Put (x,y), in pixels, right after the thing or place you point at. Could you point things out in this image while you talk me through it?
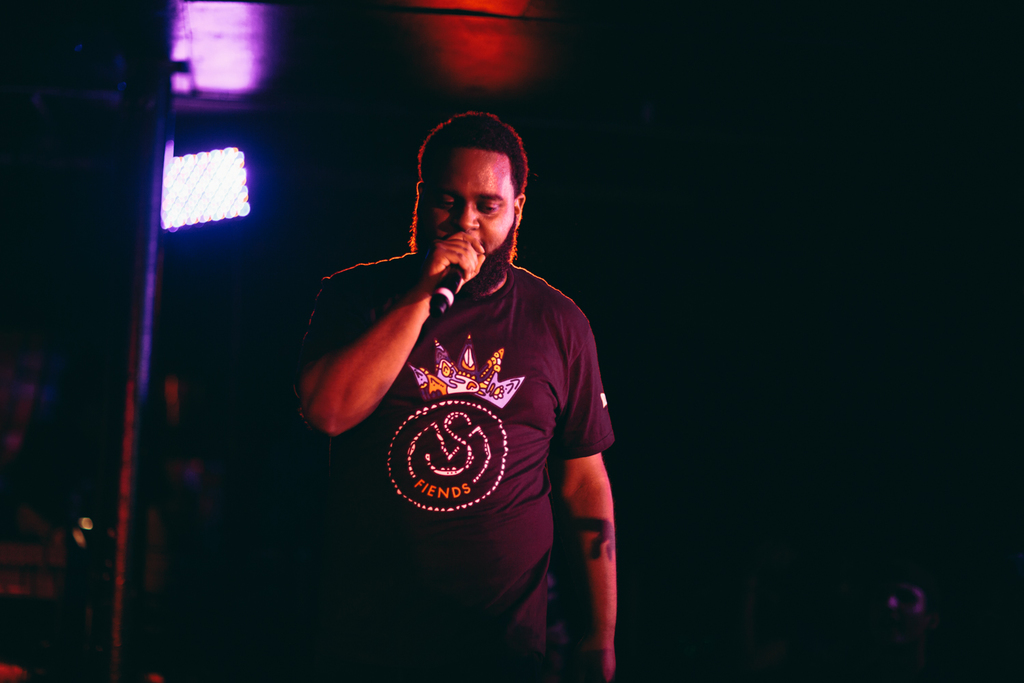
In this image we can see a person (471,222) holding a mic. On the left side (143,226), we can see a pole (156,231) and a light (203,226). The background of the image (35,441) is dark.
